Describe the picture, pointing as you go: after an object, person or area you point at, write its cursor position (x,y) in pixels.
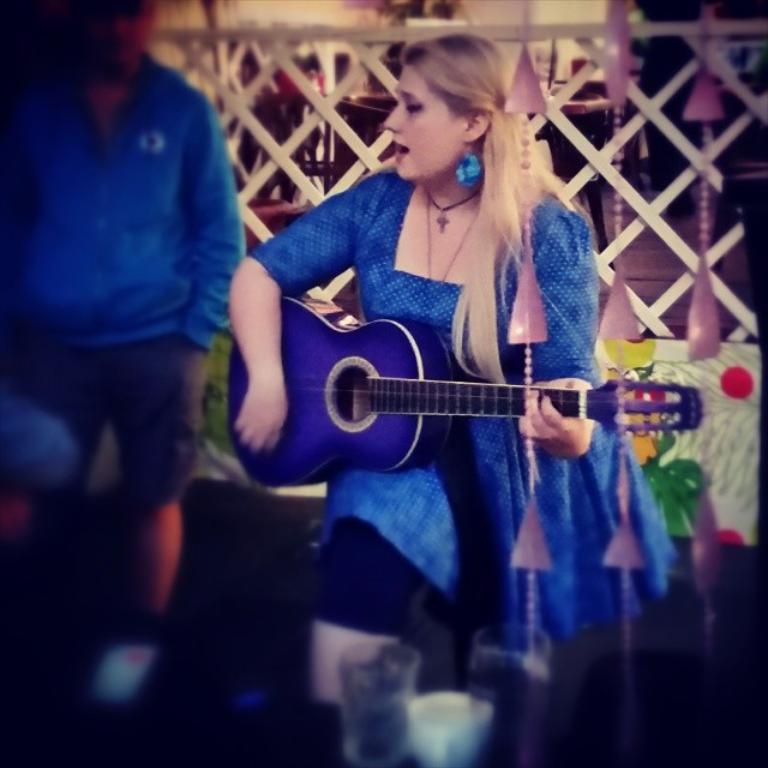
In this image In the middle (459,348) there is a woman (461,252) she wears blue dress (379,245) she is playing guitar (401,429). On the left (130,240) there is a man (134,321) he wear jacket (153,276) and shorts (127,444). At the bottom (380,686) there are glasses (405,686) and cup (435,728).
